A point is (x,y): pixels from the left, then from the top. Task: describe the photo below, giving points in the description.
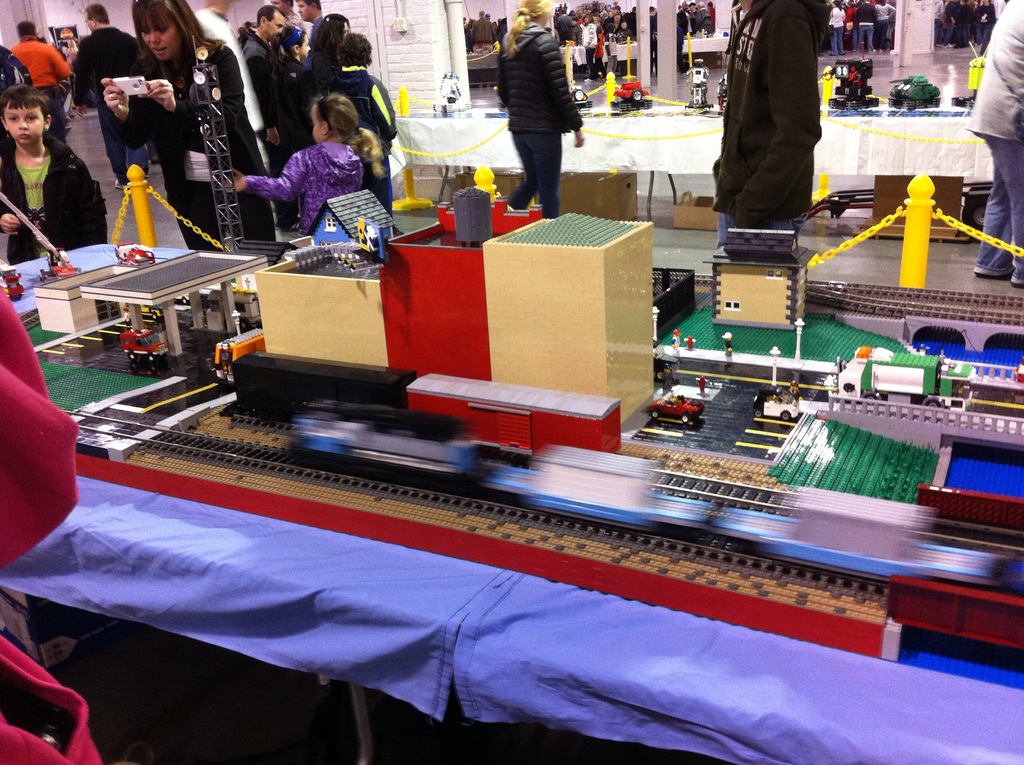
In the picture I can see some toys (442,433) are placed on the table (94,580), I can see children (89,175) and people (197,133) are walking on the floor (132,221), I can see few more tables (910,121), pillars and the wall (56,15) in the background (467,115).
